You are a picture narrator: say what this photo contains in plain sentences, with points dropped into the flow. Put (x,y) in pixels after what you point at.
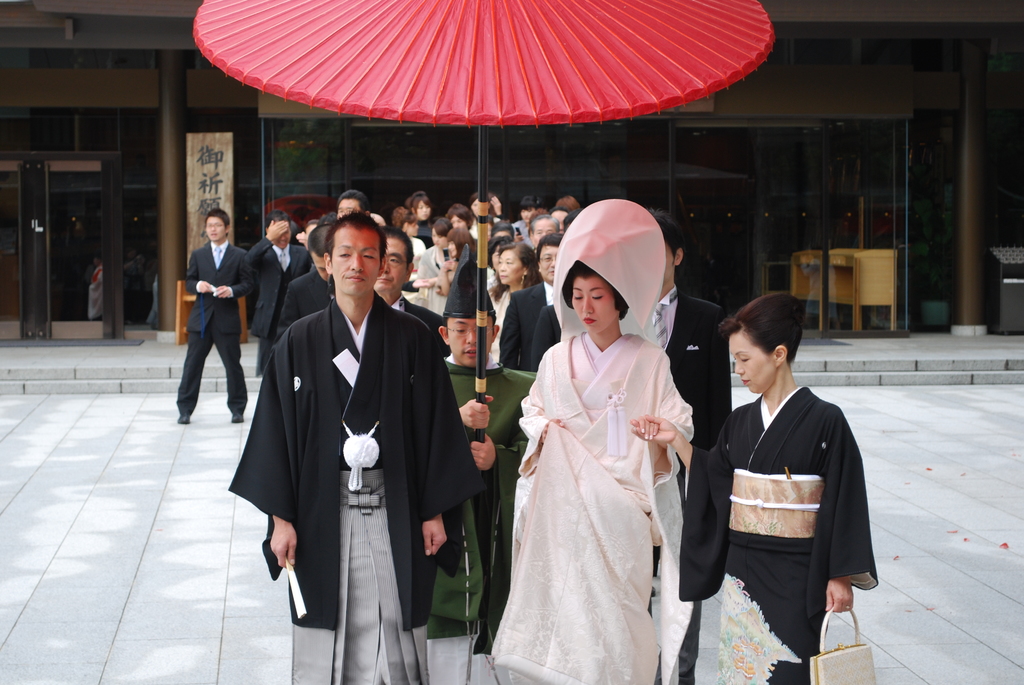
In this image, we can see a group of people (242,278) standing. Few people (393,604) are holding some objects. In the background (898,150), there are pillars (173,284), glass objects (898,154), walkway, stairs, banner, wooden objects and few things (940,205). At the top of the image (547,73), there is an umbrella (581,30).
